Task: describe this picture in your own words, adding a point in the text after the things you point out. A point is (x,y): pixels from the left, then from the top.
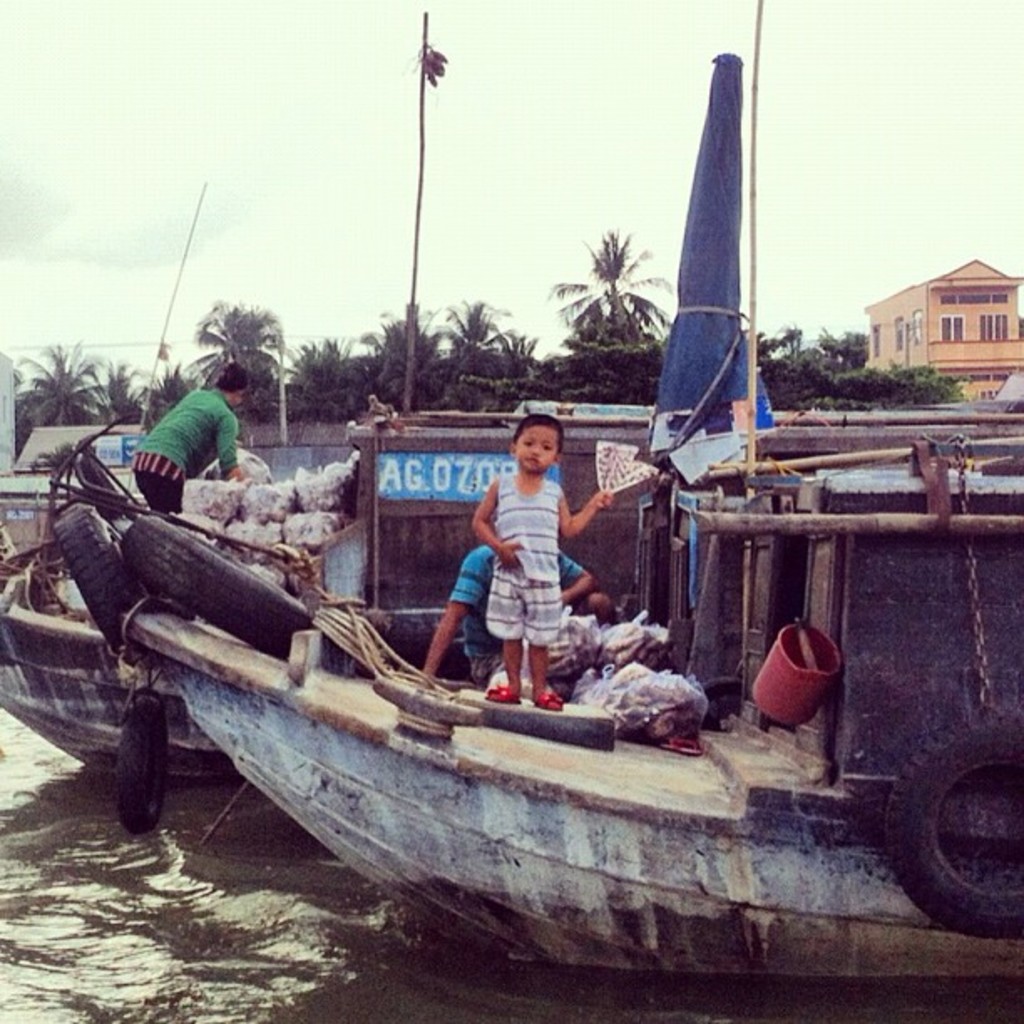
In this image we can see boats (509,771). On the boats (588,716) there are few people (182,448). Also there are tires (279,612), packets (695,676) and many other things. In the background (310,413) there are trees (623,343). On the right side (940,331) there is a building (939,322) with windows (956,320). And also there is sky (301,136).
